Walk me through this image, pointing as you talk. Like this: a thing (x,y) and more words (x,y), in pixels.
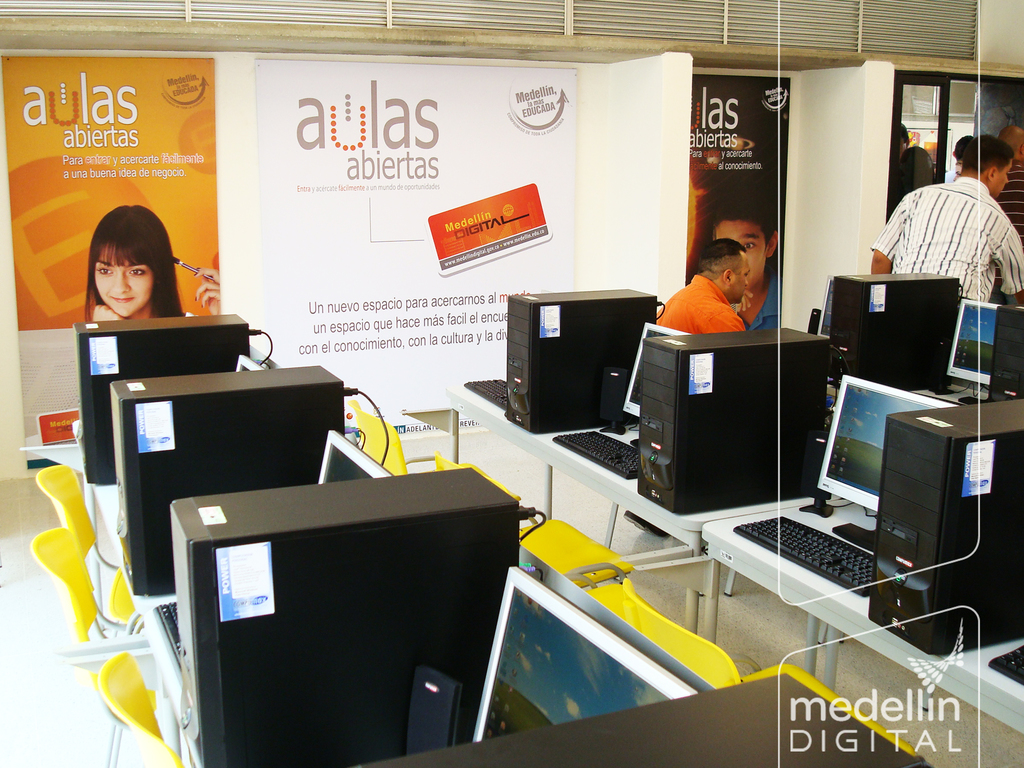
In this image it looks like an office (427,308). We can see that there are so many computers (722,395) in the line. There are chairs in front of them. On the right side (974,252) top there is a person (937,237). Behind him there is another person (729,278) who is working. In the background (802,308) there is a wall (621,129) on which there are posters (400,168). At the top (668,29) there are metal slats (668,29).
